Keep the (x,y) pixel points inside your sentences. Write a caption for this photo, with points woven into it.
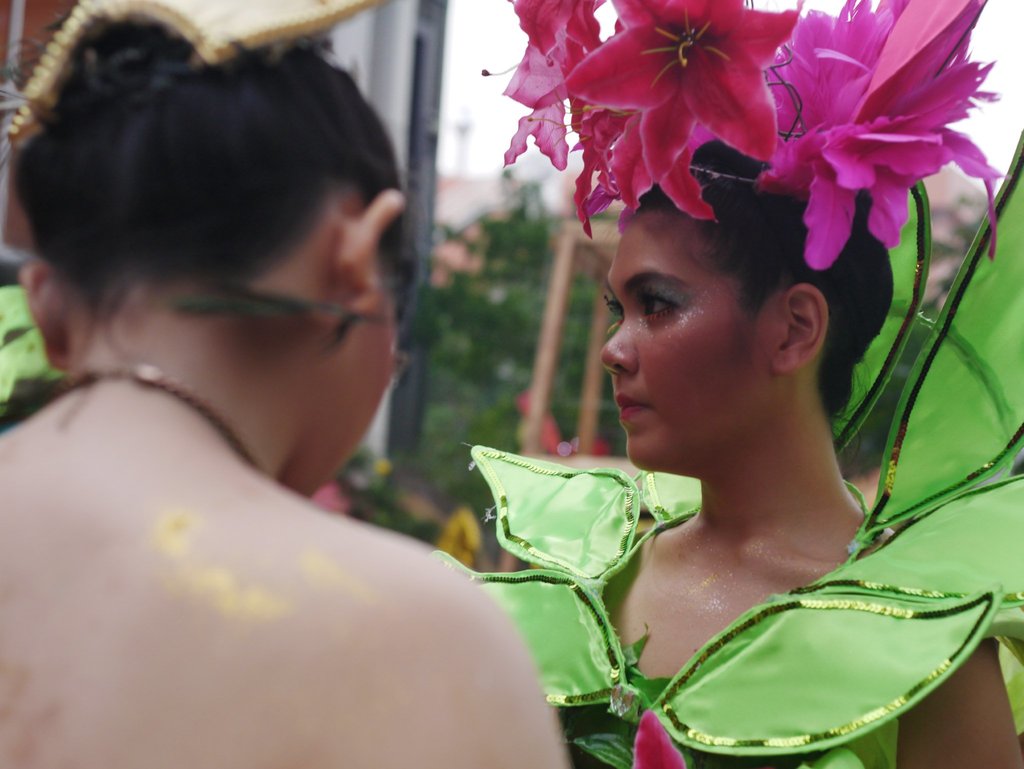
In this picture I can see couple of woman (359,440) standing and I can see artificial flowers (819,124) on her head (846,320) and I can see buildings (419,234) and trees (572,332).
